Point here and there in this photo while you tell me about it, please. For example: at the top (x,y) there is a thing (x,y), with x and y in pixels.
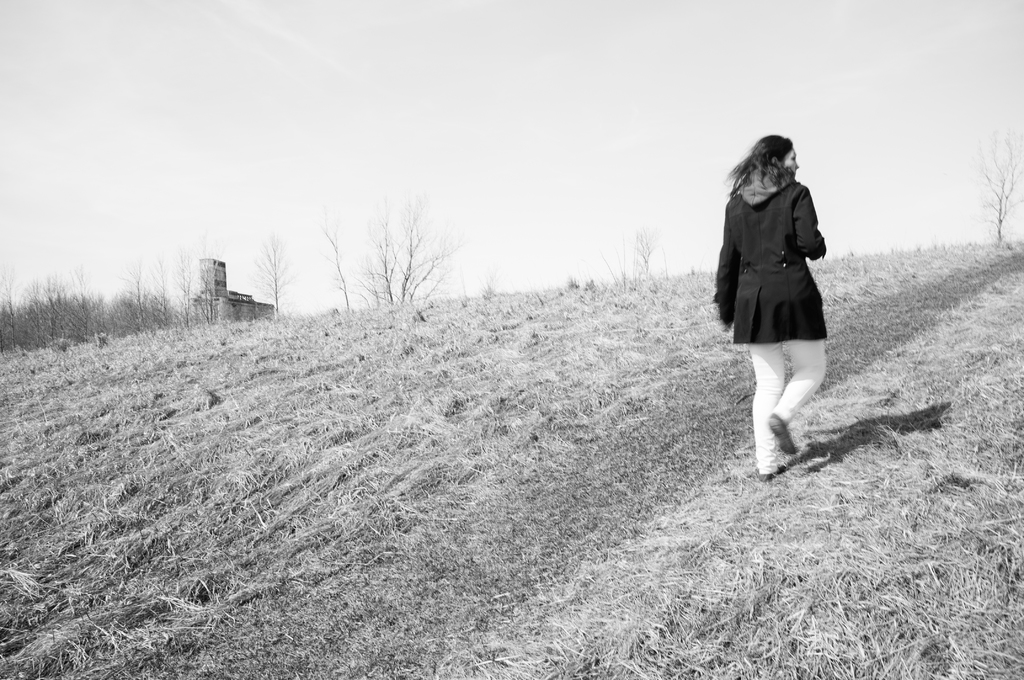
On the right side of the image (776,310) we can see a lady (767,375) walking. At the bottom (173,595) there is grass (288,521). In the background (294,280) there are trees (20,333) and sky (251,82).
